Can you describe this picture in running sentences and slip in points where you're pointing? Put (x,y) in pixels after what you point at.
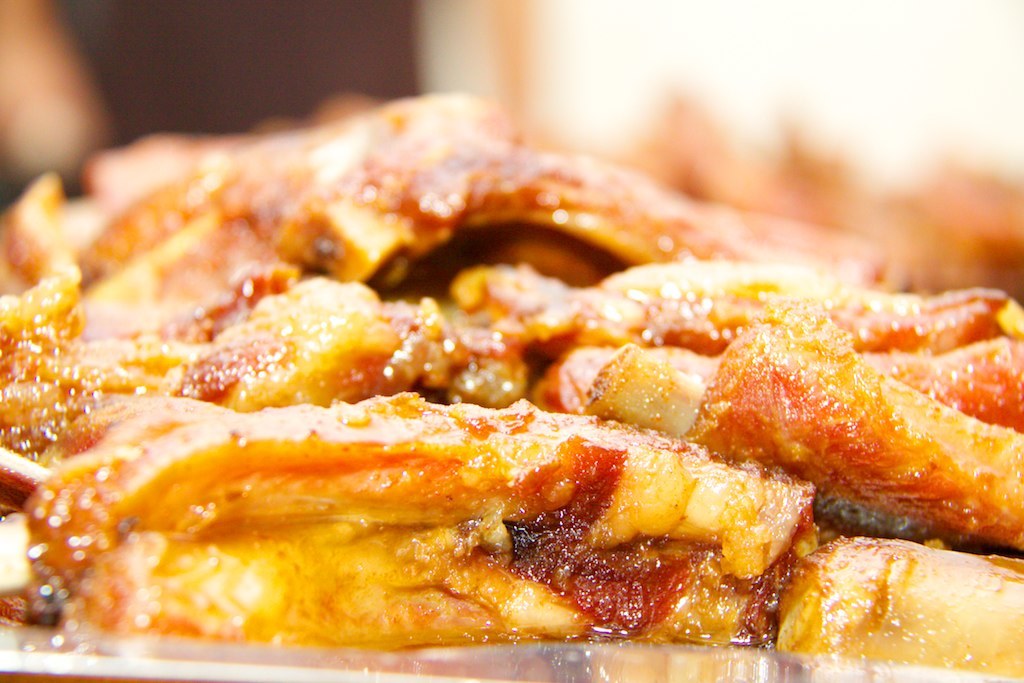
In this picture, we can see some food items (266,369) on the surface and the background (123,24) is blurred.
